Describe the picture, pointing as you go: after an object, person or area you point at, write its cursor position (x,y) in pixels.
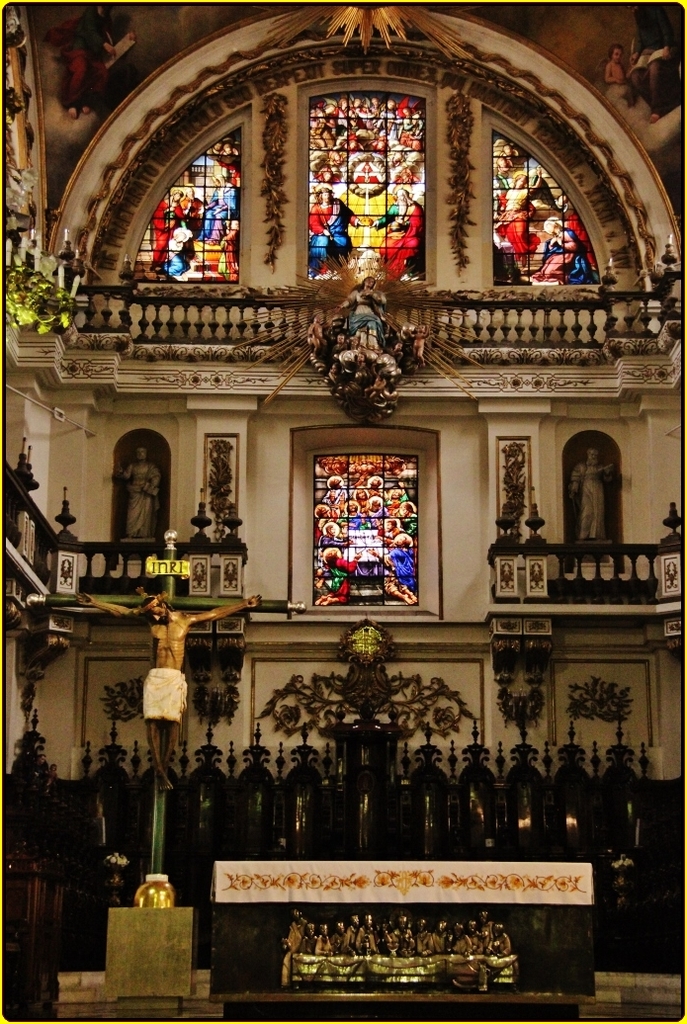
This picture was taken in the church (287,513). This is the statue of a person (206,617), which is attached to a holy cross symbol (169,601). I can see the designs (268,705), which are carved on the walls (206,308). These are the sculptures (398,381). I can see the glass windows (407,195) with the glass paintings (335,229) on it. At the bottom of the image (407,927), I think this is a table (280,913).
